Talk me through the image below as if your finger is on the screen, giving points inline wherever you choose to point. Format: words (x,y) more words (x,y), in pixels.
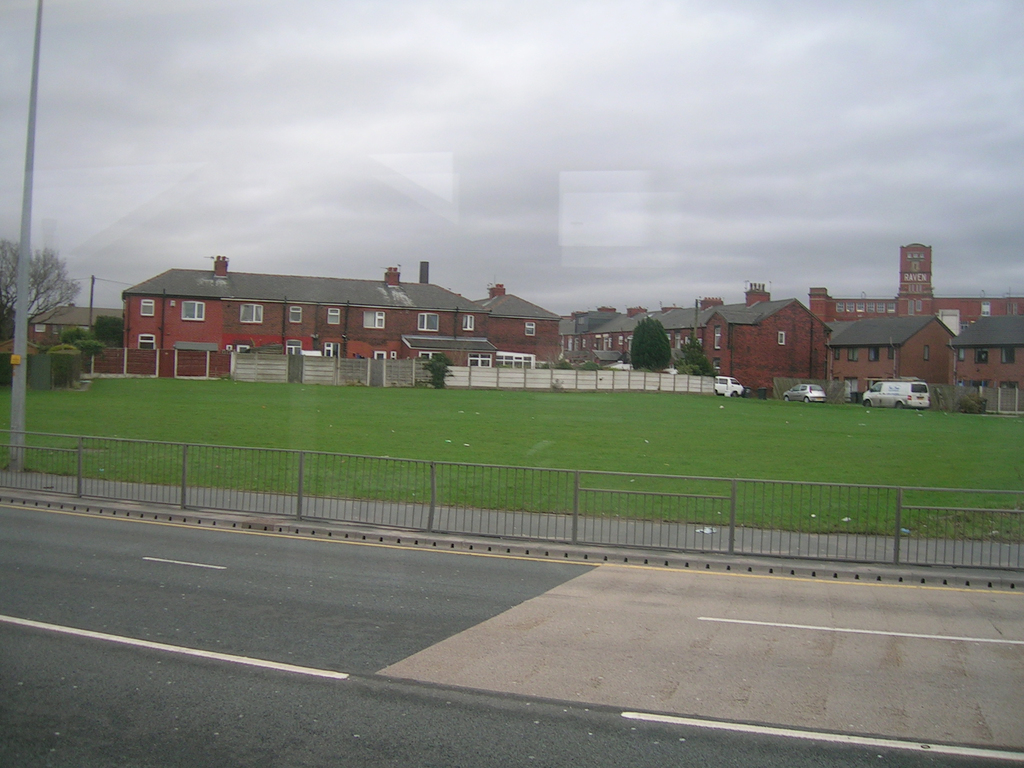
In this image, we can see buildings (786,316), trees (9,324), vehicles (824,394) and there are fences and poles (28,301). At the top (499,177), there is sky (554,196) and at the bottom (281,595), there is ground (345,452) and a road (228,608).
